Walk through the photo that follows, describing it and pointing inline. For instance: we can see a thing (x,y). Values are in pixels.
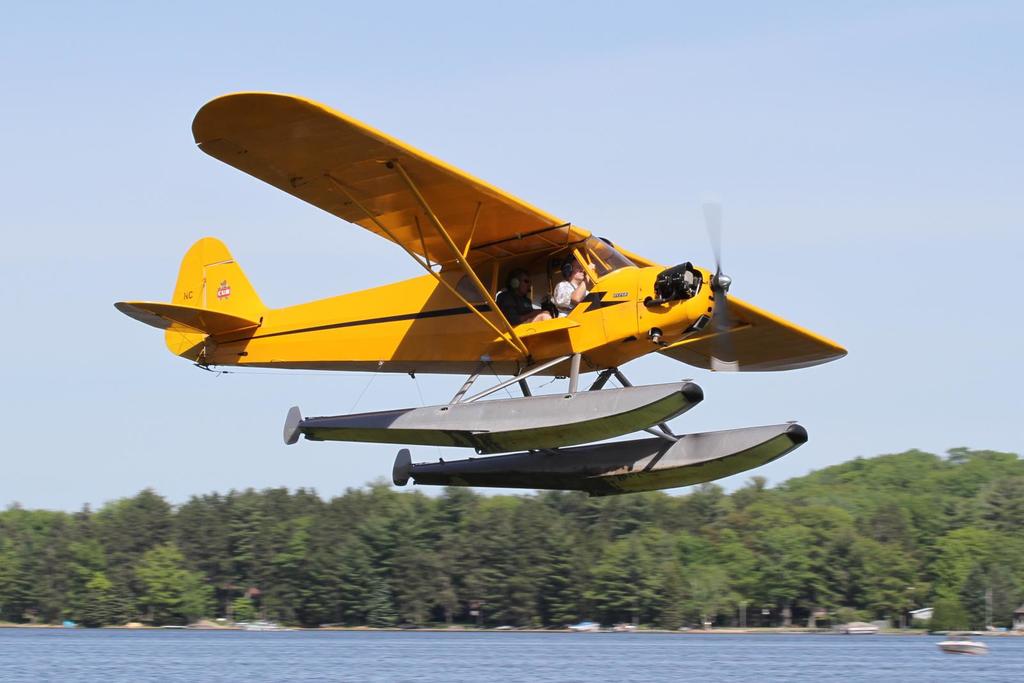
This image consists of a plane (640,413) in yellow color. At the bottom (419,656), there is water (101,643). In the background (475,602), there are trees (388,602). At the top (707,78), there is a sky (707,78).
